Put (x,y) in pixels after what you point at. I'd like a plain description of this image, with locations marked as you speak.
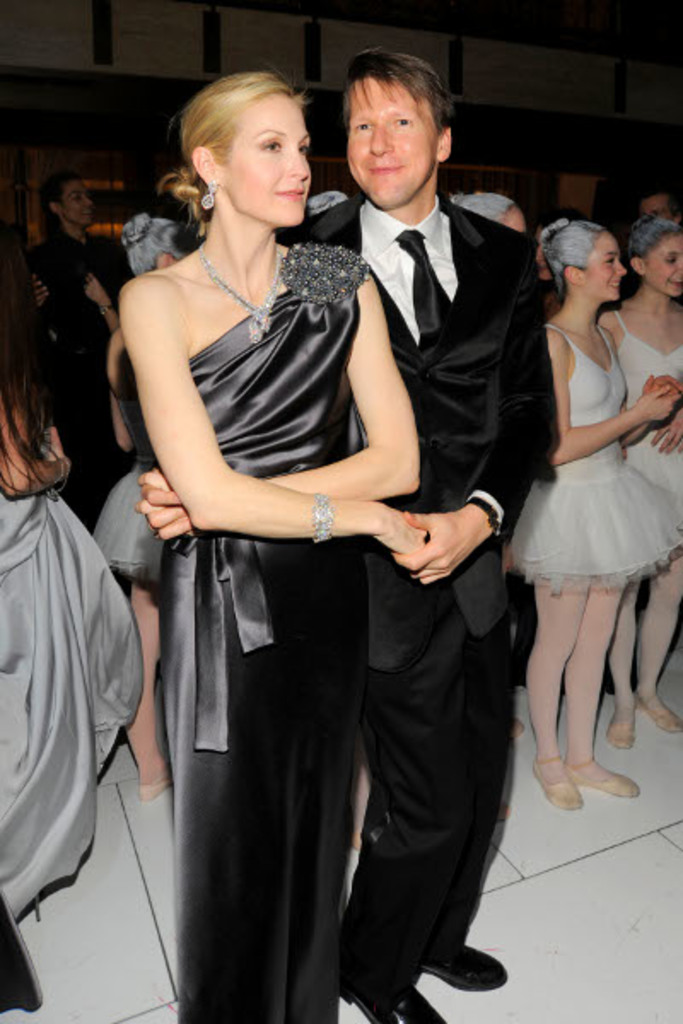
In the picture we can see a man (477,438) and a woman (235,373), a man (436,345) is wearing a black blazer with a tie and shirt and a woman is wearing a black dress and in the background (141,273) also we can see some woman (551,708) is standing and they are wearing a white dress (654,373) and behind them we can see a wall (543,191).
